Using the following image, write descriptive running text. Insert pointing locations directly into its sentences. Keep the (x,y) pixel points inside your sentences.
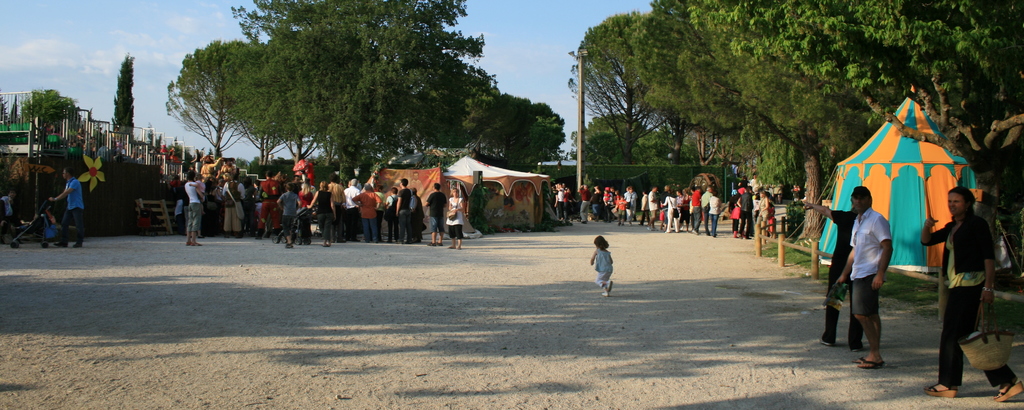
In this image I can see few people (272,188) standing. In the background (718,146) I can see few tents (437,180), railing (47,144), few trees (349,149) in green color and the sky (506,52) is in white and blue color.
